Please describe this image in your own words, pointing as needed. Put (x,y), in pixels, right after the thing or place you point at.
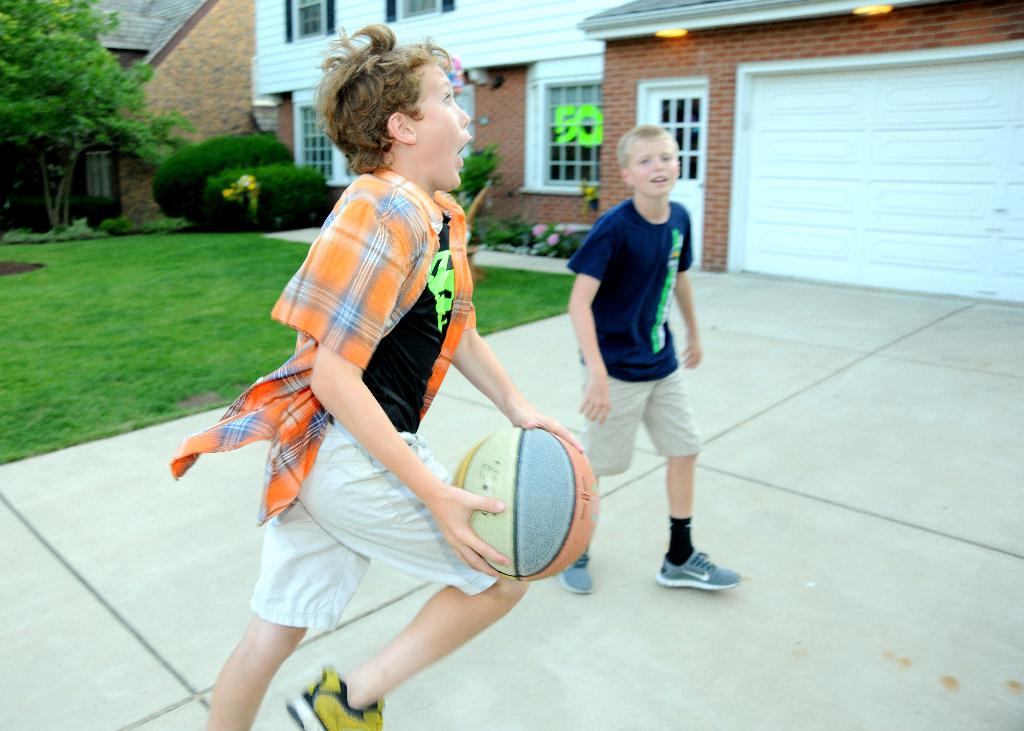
In the center of the image (406,340) we can see two boys (592,426) are playing and a boy (261,587) is holding a ball (484,479). In the background of the image (198,6) we can see the buildings (560,160), windows (560,160), door (681,143), plants (225,199), flowers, board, lights (860,13), grass (477,318), trees (30,70). At the bottom of the image (872,709) we can see the floor (869,535).
